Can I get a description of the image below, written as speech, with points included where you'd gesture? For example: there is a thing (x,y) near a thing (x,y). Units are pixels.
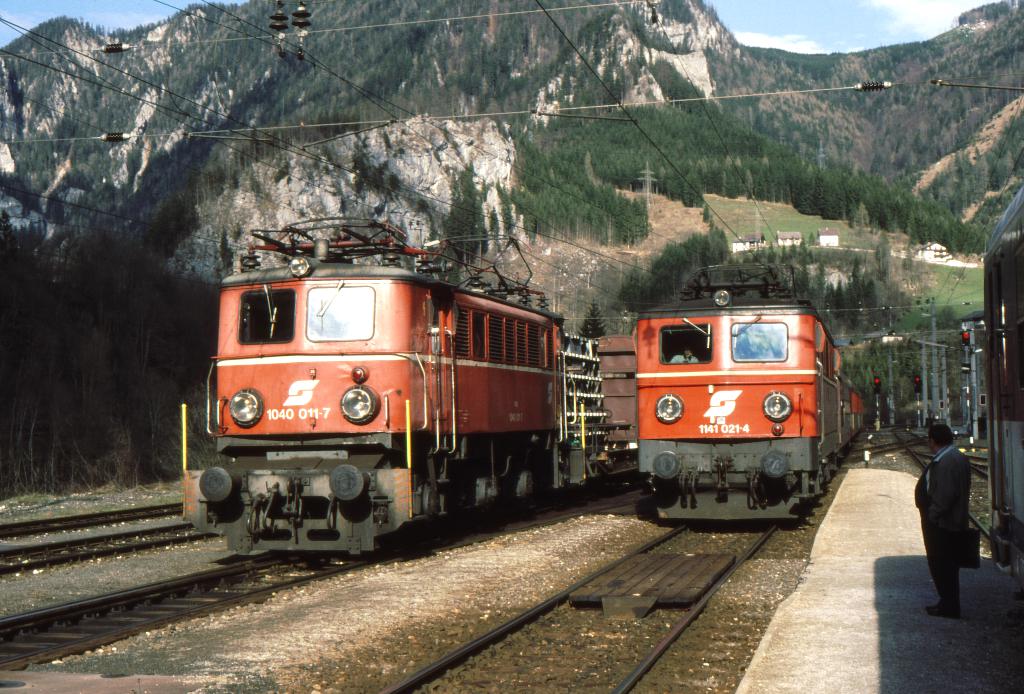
In this picture I can see two trains (688,479) on the different railway tracks (736,549). On the right (963,508) there is a man (968,468) who is standing on the platform (845,569). In the background (520,208) I can see many trees (464,95), plants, grass (738,229), electric poles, wires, house (751,248), building (792,238) and mountains (443,169). In the top right (817,12) I can see the sky (771,17) and clouds (912,5).
